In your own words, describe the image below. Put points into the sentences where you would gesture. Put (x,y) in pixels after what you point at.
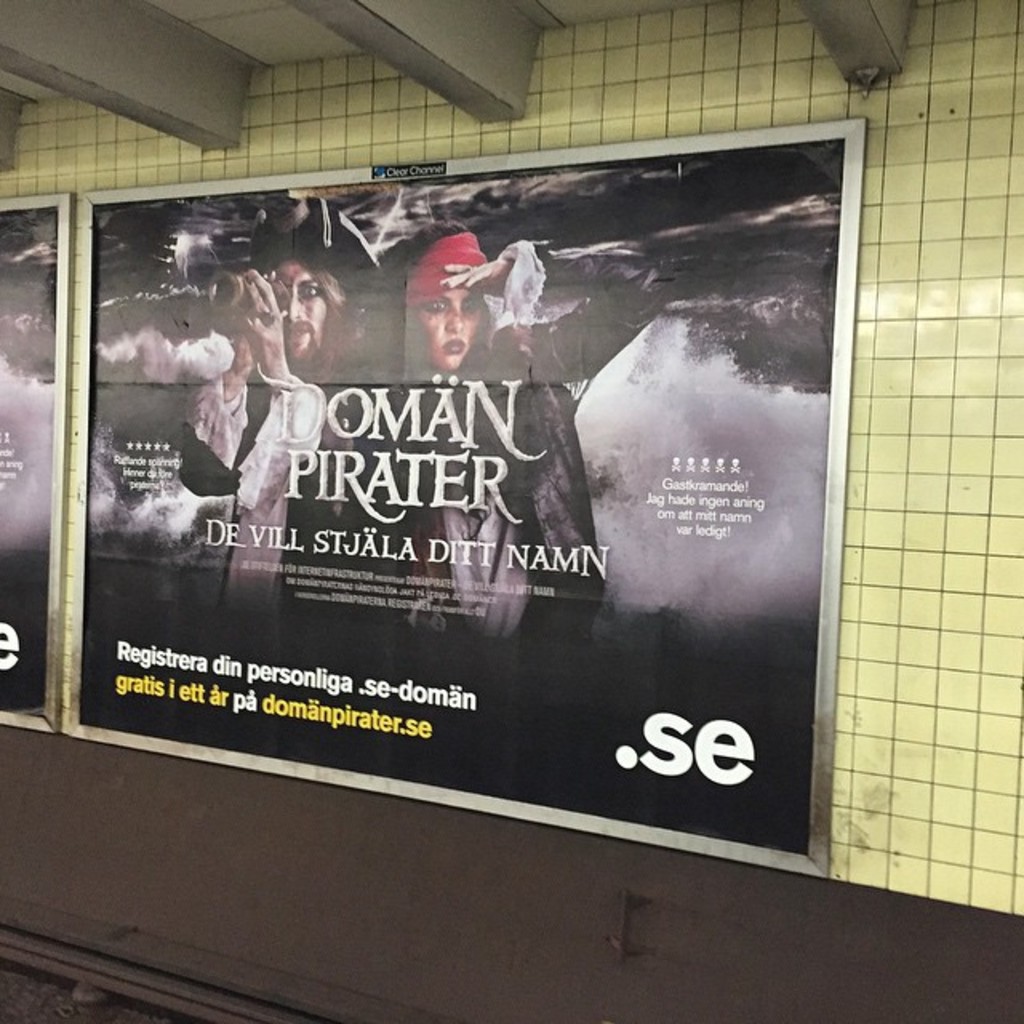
In this picture we can see few posters (229,331) on the wall (857,624).
